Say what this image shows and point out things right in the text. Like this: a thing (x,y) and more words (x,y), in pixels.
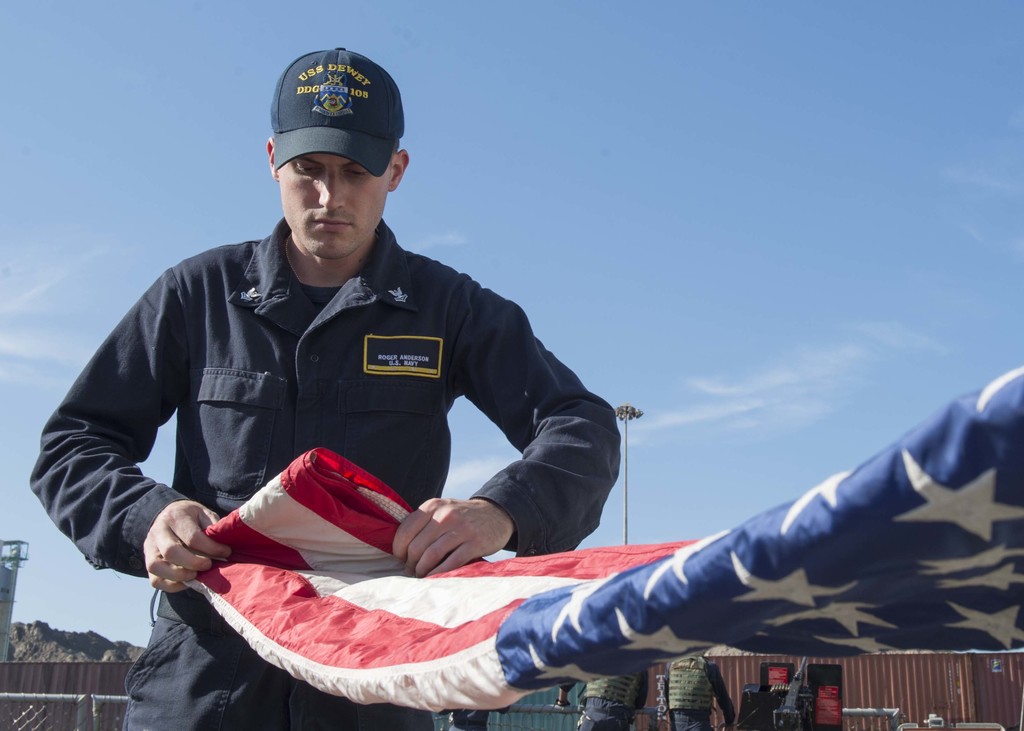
In this image there is a man (292,442) standing in the center (365,475) and folding a flag (565,607). In the background (567,694) there are persons (590,715), there is a fence (69,699) and there is a pole (625,437). On the left side (82,650) in the background (65,651) there is mountain (65,642) and the sky (657,399) is cloudy.
